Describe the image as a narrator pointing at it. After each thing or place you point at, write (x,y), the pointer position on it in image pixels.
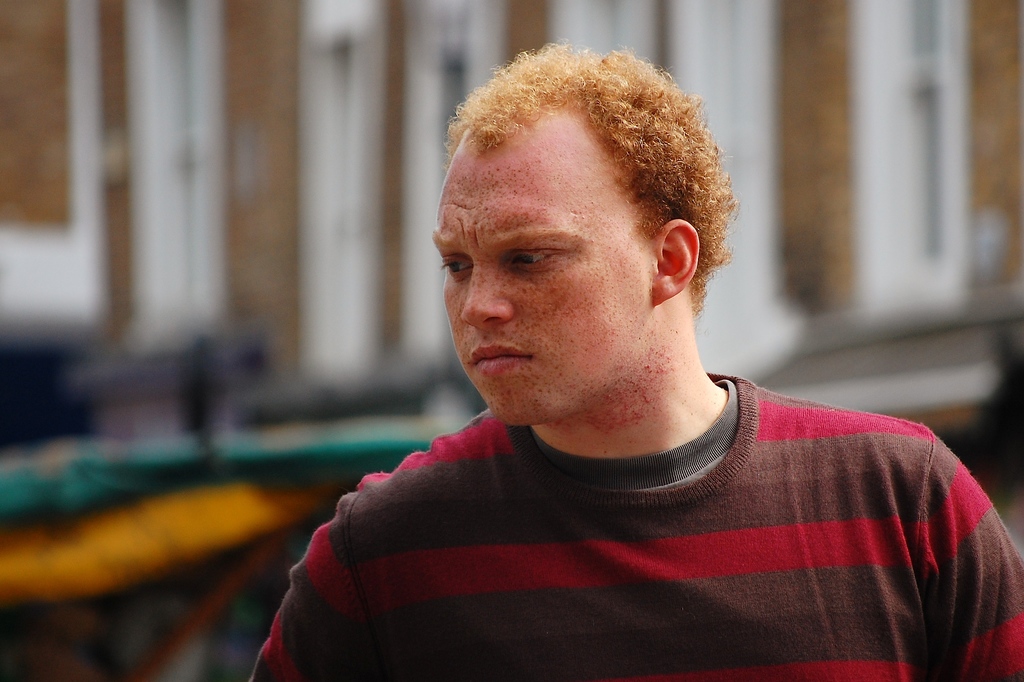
In this picture we can see a man (485,316) and blurry background (325,120).
